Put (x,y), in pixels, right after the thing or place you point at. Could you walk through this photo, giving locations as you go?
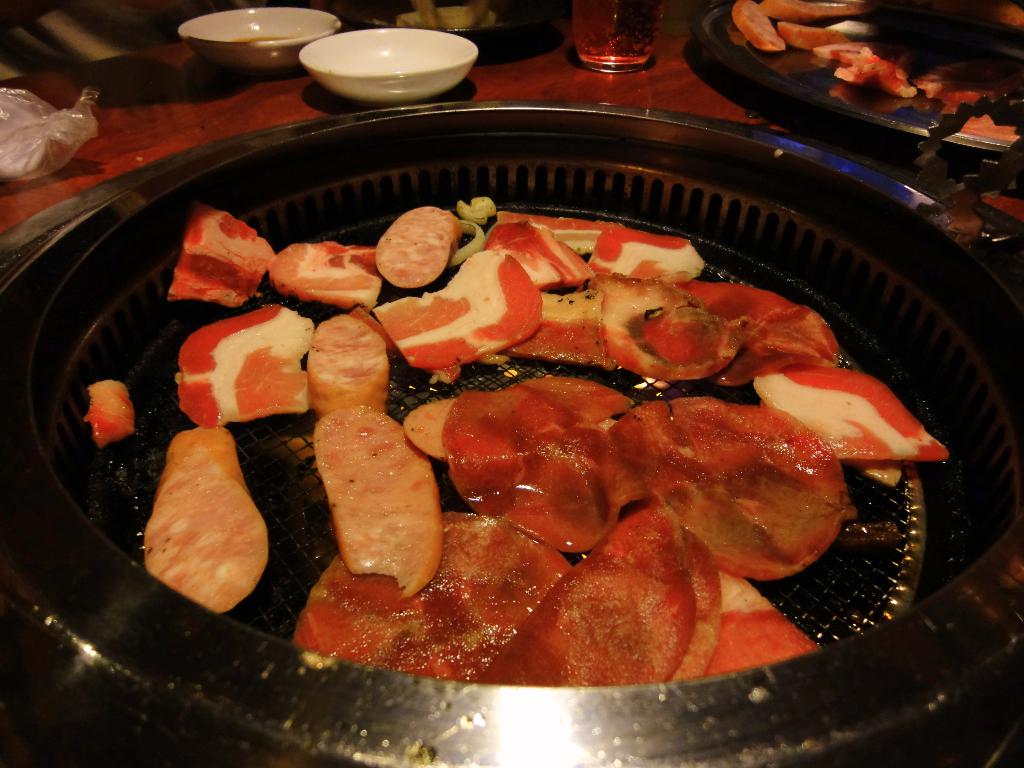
In the picture I can see food items (464,469) in plates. I can also see white color bowls (405,61), a glass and some other objects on a surface (672,55).
